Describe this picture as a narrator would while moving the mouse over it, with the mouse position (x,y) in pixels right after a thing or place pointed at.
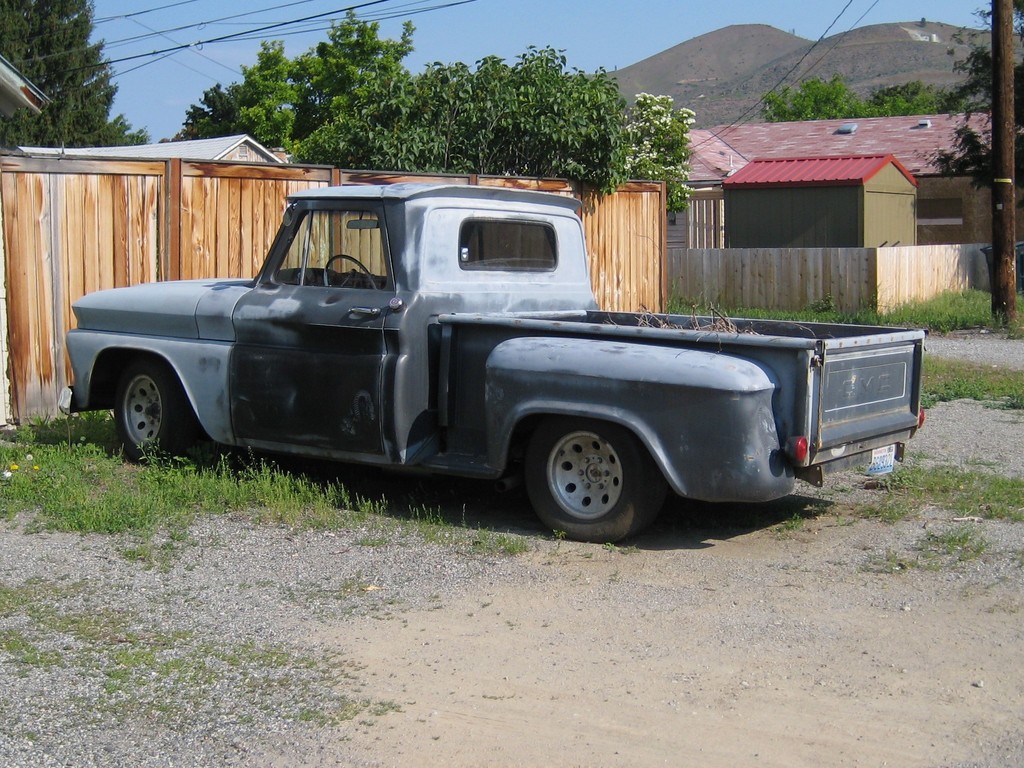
In this picture we can see a car (669,397), beside to the car (635,349) we can find grass (94,502), in the background (186,131) we can see few houses (855,209), cables (719,132), trees (982,75) and a pole (996,89).
